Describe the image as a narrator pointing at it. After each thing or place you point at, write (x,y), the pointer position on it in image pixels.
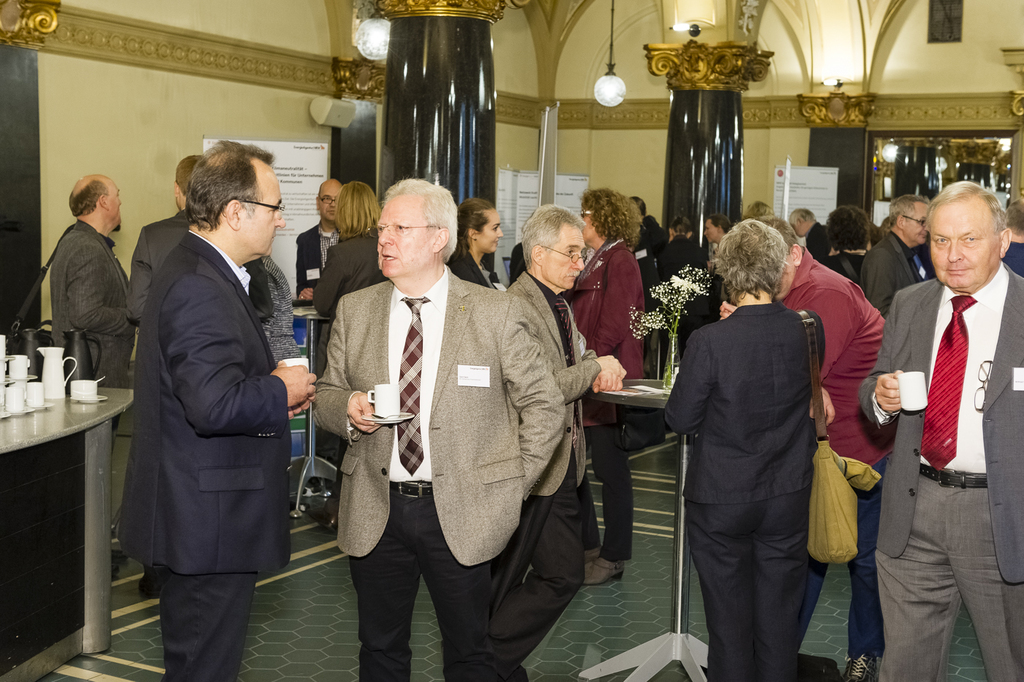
In this image we can see some group of persons (555,342) men (379,346) wearing suits (521,325), women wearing blazer (767,483) standing and most of them are holding coffee glass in their hands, on left side of the image (15,386) there are some coffee cups (17,368), mugs (52,372) which are on table (8,461) and in the background of the image (527,20) there are some pillars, lights (604,88), boards (282,219) and there is a wall (313,90).
